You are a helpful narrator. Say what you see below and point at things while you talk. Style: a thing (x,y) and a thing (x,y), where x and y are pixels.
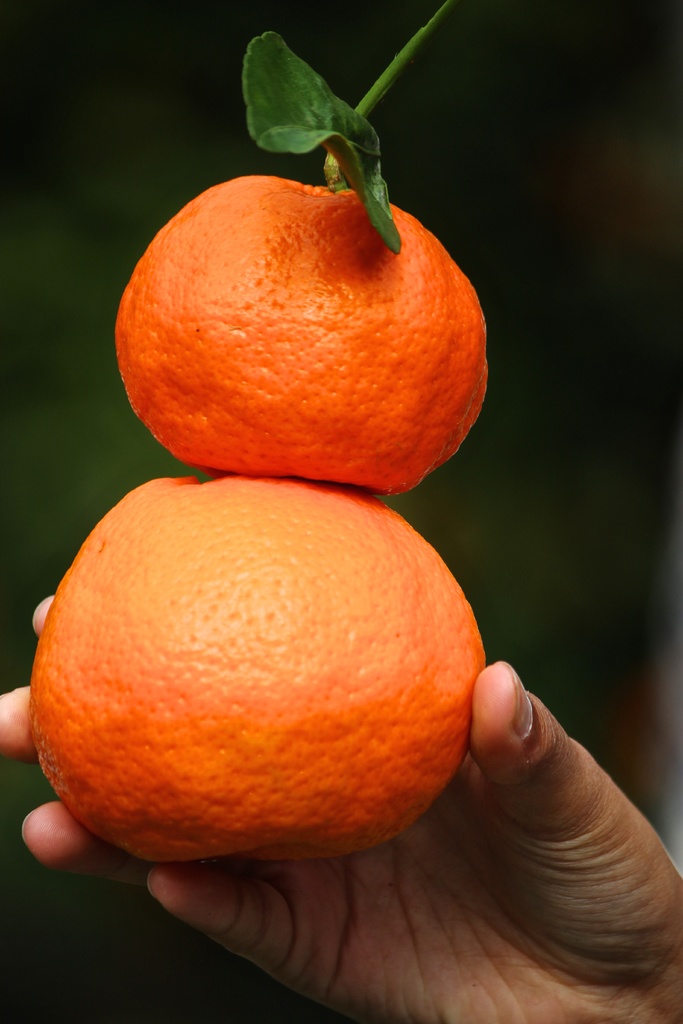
In this image we can see one person hand (590,882) holding two oranges (336,671).
